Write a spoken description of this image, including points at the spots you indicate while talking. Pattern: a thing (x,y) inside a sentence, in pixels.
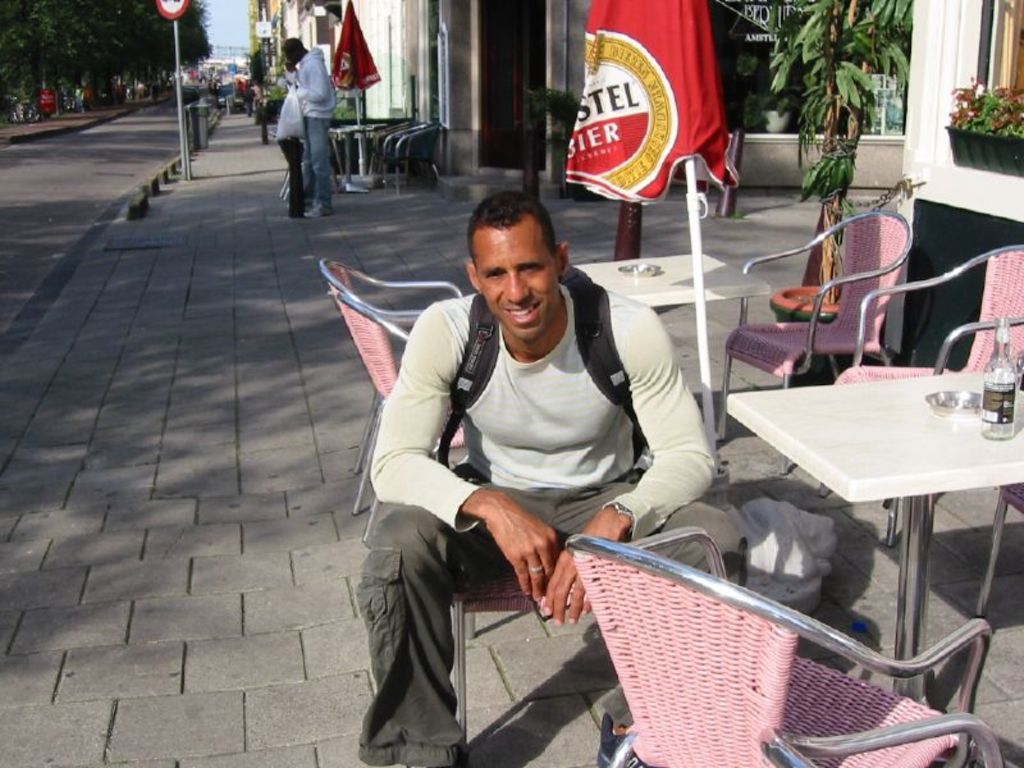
In this image I can see a man (506,293) is sitting on a chair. I can also see few chairs (645,649), few tables (638,281), a red colour shed (665,179) in the front (839,447) and on one table (848,469) I can see a bottle (1002,423). In the background (2,195) I can see the road (56,190), few buildings (409,12), few poles (730,164), trees (5,21), one more red colour shed (343,76), plants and I can also see few people (291,84) are standing.
